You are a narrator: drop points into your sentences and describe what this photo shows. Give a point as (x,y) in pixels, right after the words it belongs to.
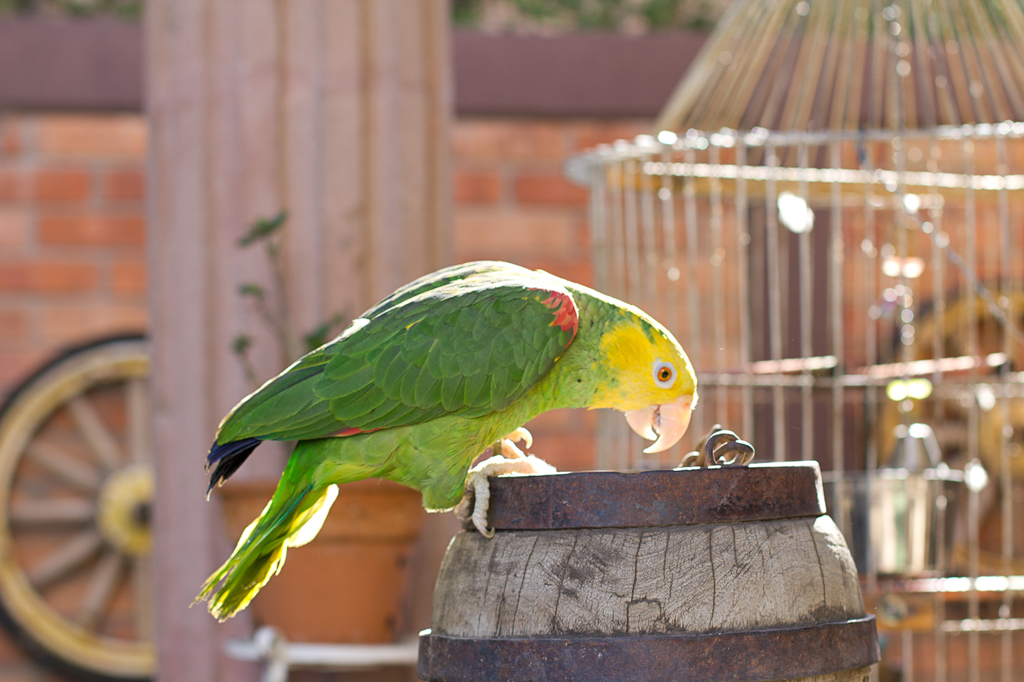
In the middle of the image (479,353) we can see a parrot (596,386) on the barrel (711,487), in the background (137,446) we can find a cage (739,332) and a wheel (140,477).
